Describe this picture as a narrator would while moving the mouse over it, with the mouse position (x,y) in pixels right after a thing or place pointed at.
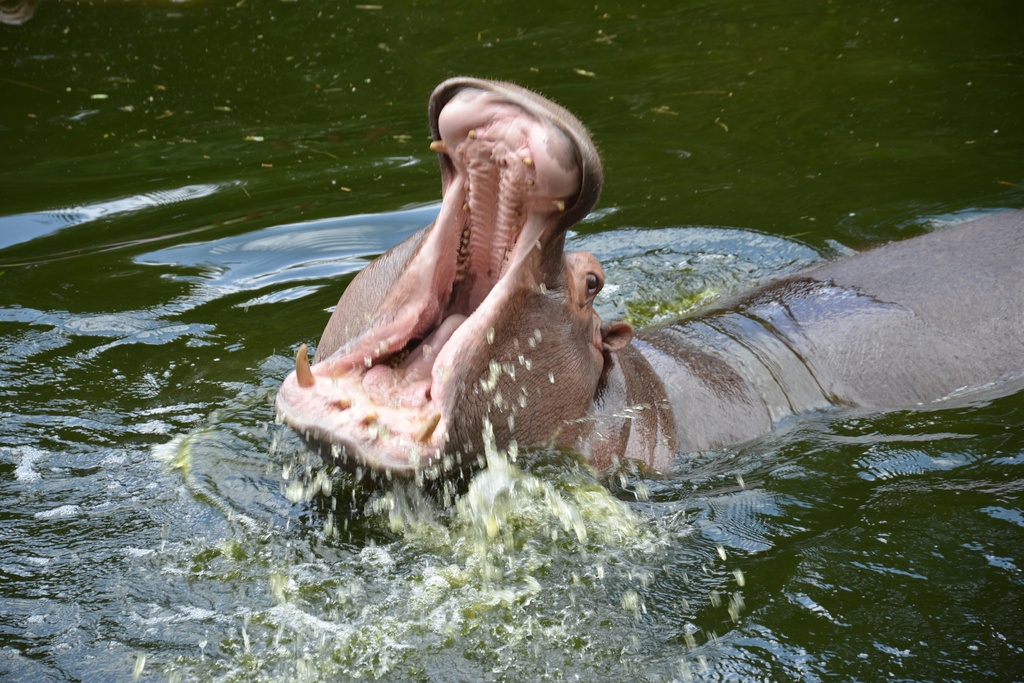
In the center of the image (566,291), we can see an animal (633,369) and at the bottom (601,537), there is water (573,551).
